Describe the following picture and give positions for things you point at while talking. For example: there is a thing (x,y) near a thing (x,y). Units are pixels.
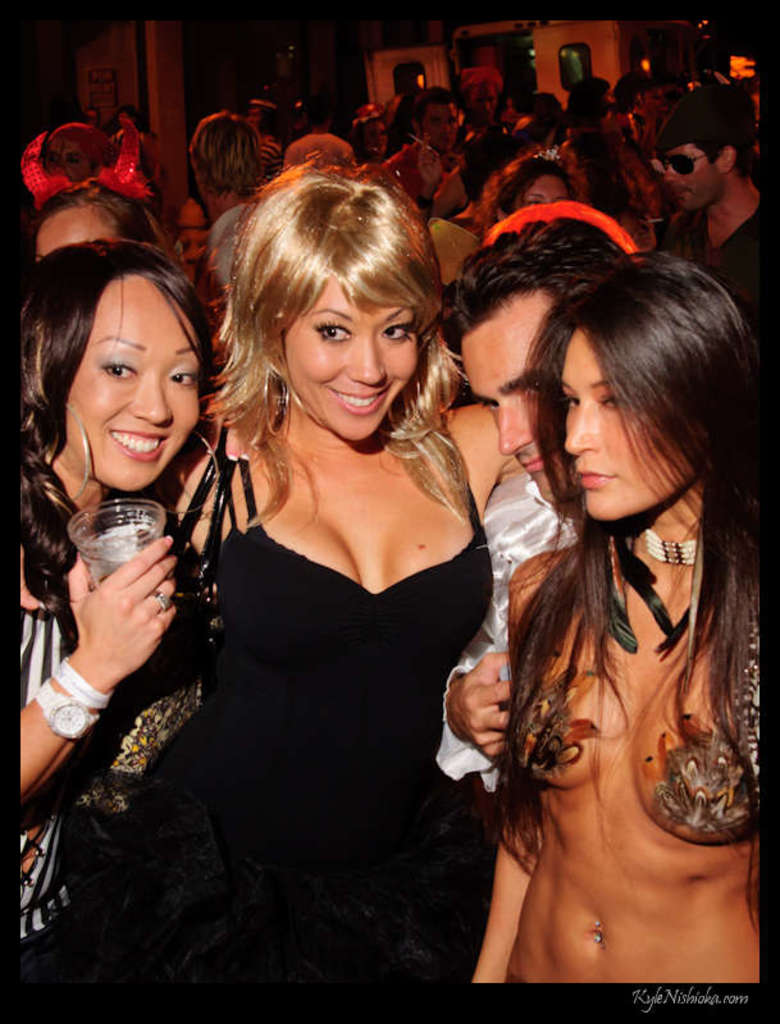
In this image, we can see some people (231,336). We can see the wall (353,31) and doors (557,45). We can also see some text (706,998) written on the bottom right corner (718,1003).
